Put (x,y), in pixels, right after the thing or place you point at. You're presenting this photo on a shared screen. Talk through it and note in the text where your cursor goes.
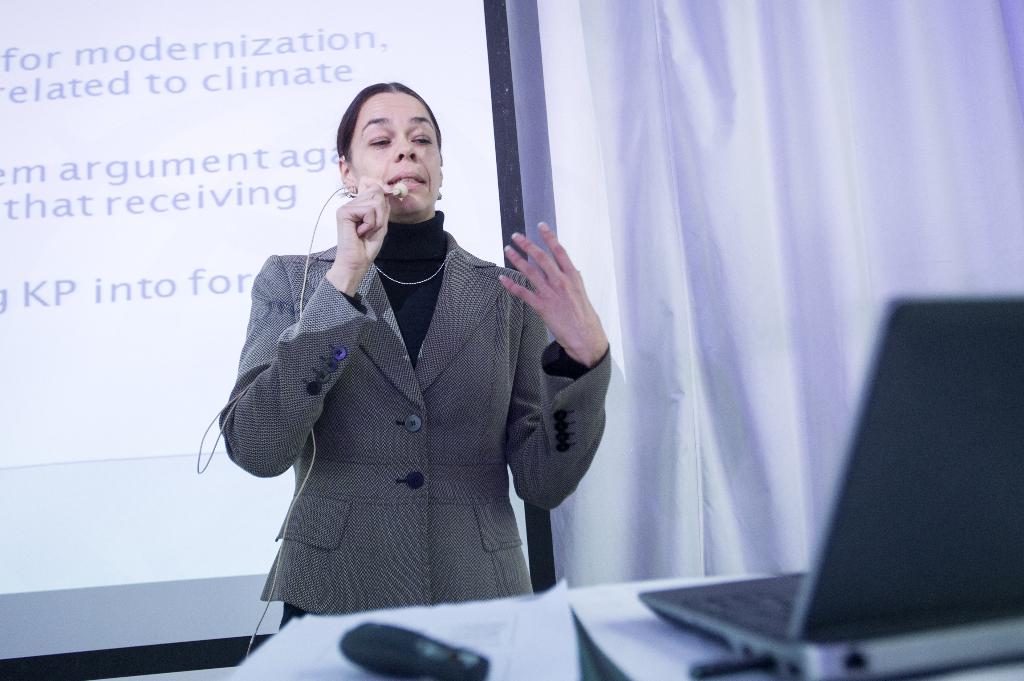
In this image we can see a woman (468,332) wearing a coat (397,331) is holding a microphone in her hand (378,193) is standing. In the foreground (452,647) we can see a laptop (781,642), a group of papers (512,666) and a device (430,667) placed on a table (745,672). In the background (145,344), we can see a screen (269,188) with text (250,156) and curtains (867,242).
